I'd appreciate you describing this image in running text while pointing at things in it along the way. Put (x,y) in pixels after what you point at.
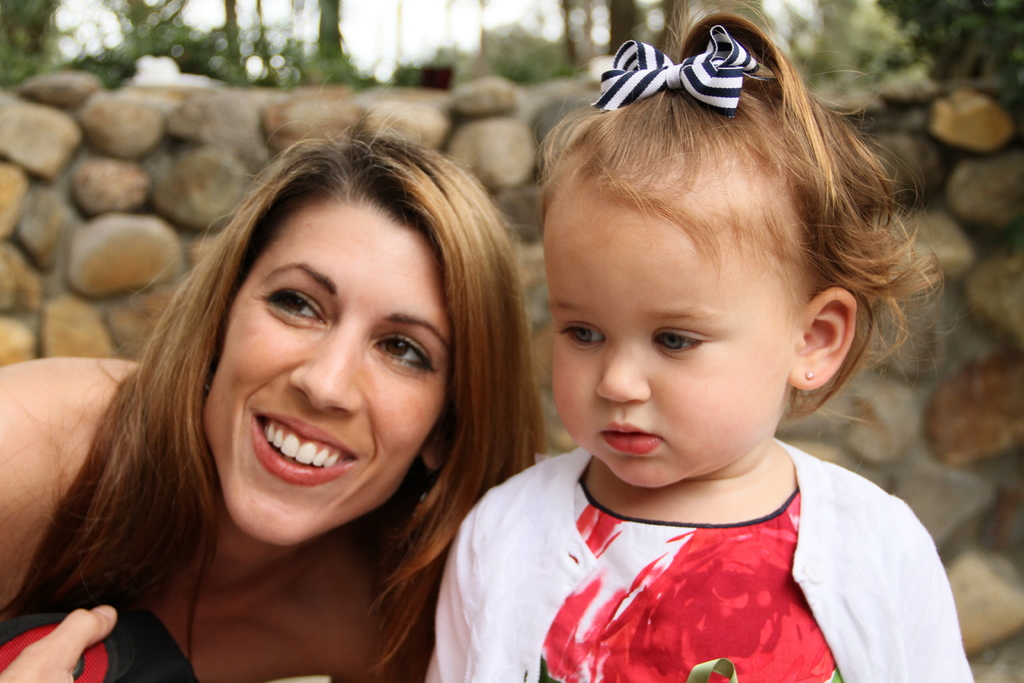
In this image we can see a woman (495,363) and a child (620,449). On the backside (538,345) we can see a wall (258,130) with stones (271,144), some plants (324,84) and the sky (401,42).
